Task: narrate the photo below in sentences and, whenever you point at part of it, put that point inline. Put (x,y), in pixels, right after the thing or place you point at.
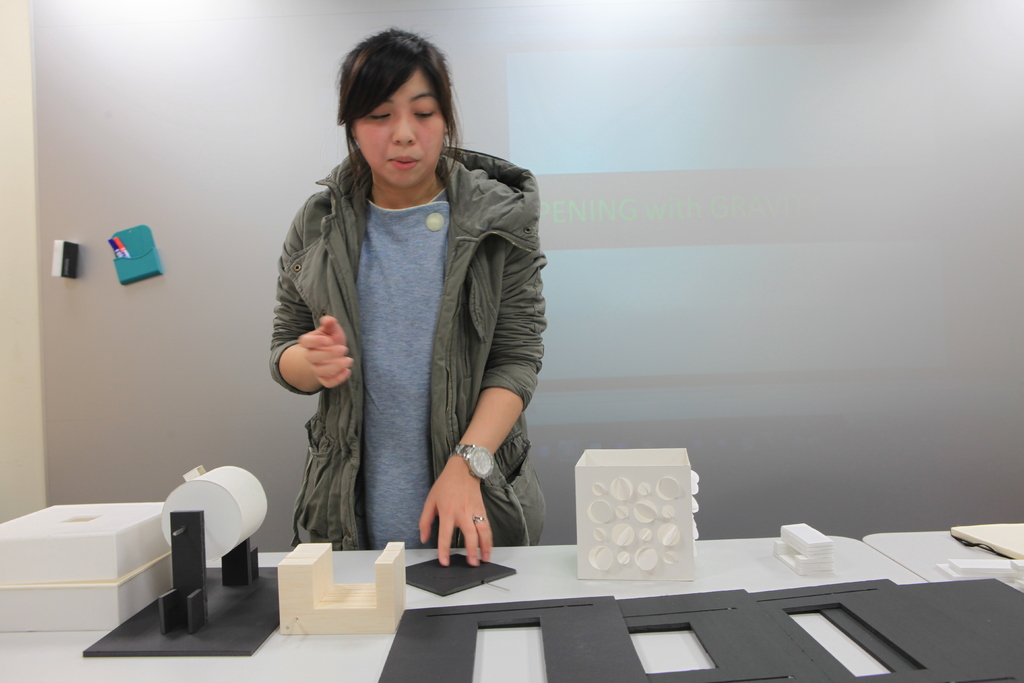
This is a room (560,389) and here is a woman (418,407) standing she is wearing a jacket (518,382) and watch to her left hand (516,394). There is a table (540,549) in front of the woman (524,537) which has some gadgets (519,609) on it. Behind the woman (510,365) there is a projector (682,136) and left to the projector (630,134) there are some marks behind it there is a wall (122,137).
